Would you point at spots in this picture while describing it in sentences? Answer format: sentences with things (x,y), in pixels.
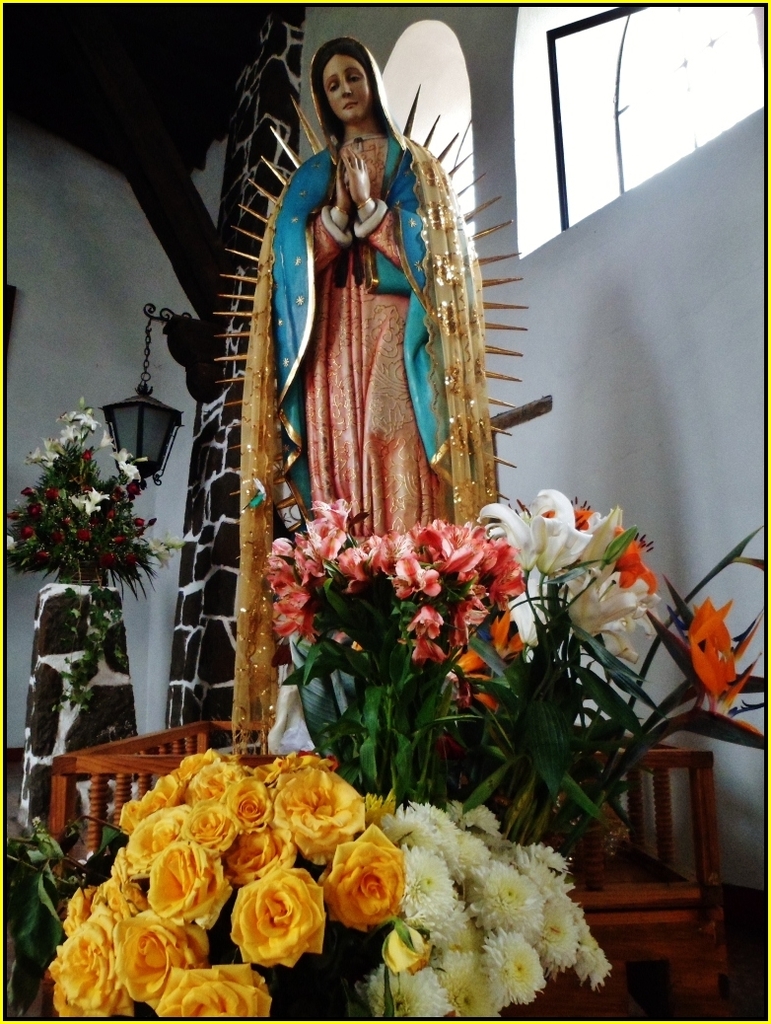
In this image I can see number of flowers (66,428), a light (157,405) and I can see a sculpture of a woman (393,345). I can see colour of these flowers (411,1007) are yellow, orange and white.
